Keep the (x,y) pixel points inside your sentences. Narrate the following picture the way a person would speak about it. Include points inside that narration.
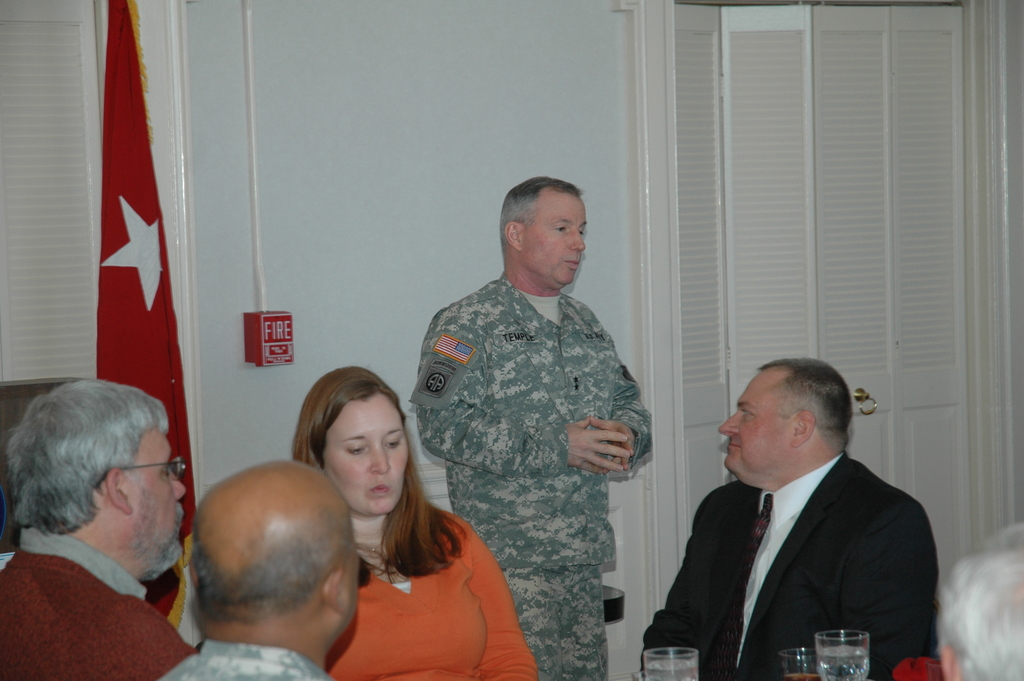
There is a group of people (483,504) present at the bottom of this image (509,593). We can see a wall (349,193) in the background (636,199). There is a flag (161,227) on the left side of this image (132,208). We can see glasses (696,672) at the bottom of this image (786,661).
